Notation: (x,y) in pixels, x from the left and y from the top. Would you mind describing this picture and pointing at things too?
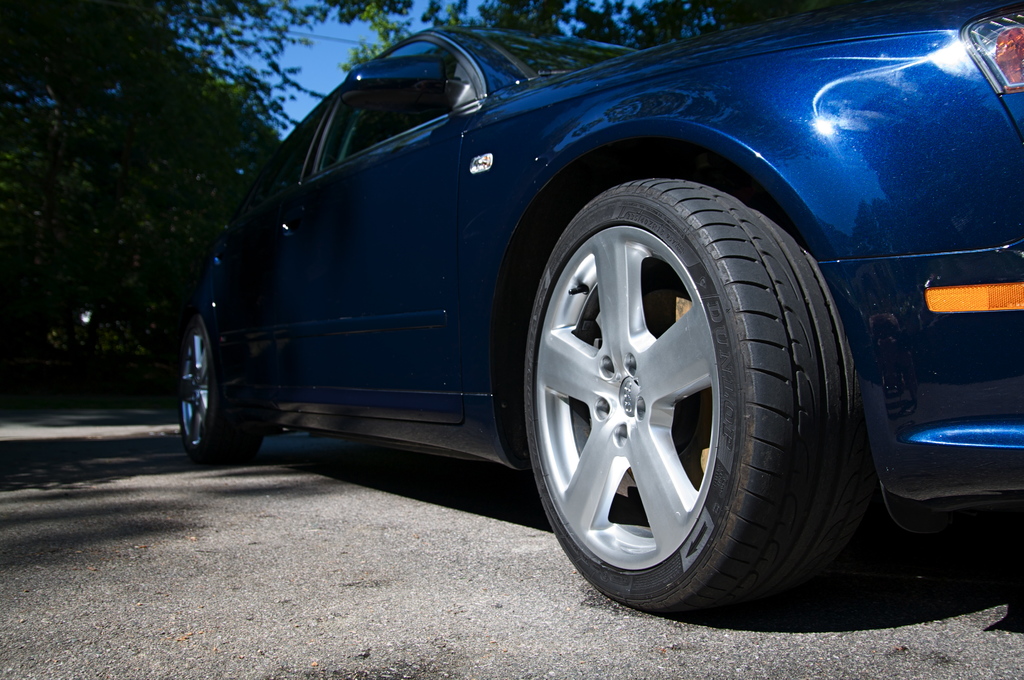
In this image we can see the lower view of a blue color car (557,278) parked on the road (544,523). In the background (93,35), we can see trees (230,111) and the sky (352,30).
